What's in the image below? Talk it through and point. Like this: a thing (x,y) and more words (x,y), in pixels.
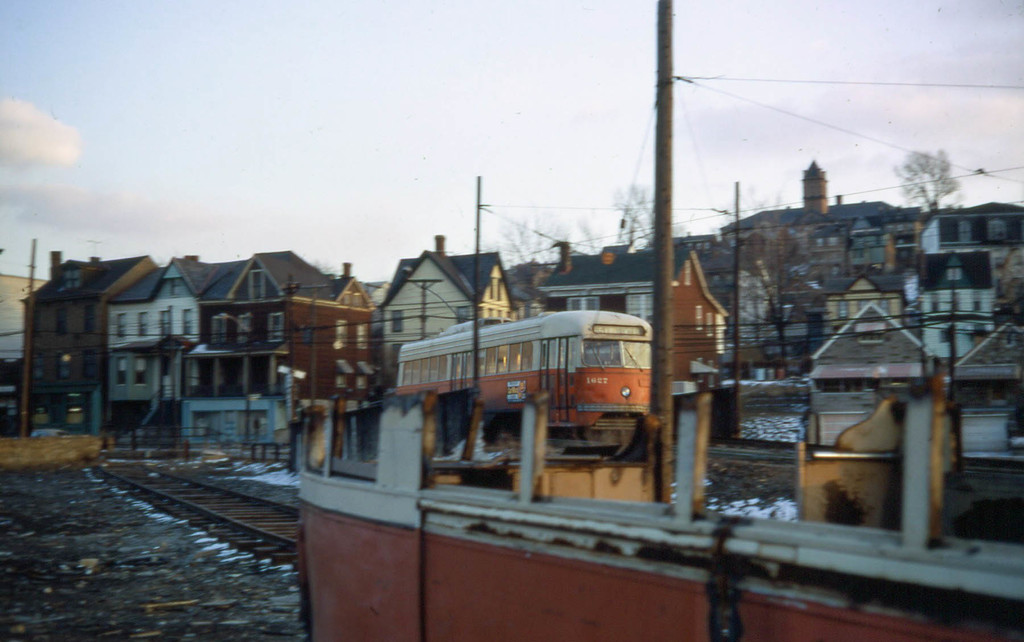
There is an object (340,442) in the foreground area of the image (540,454), there are houses (431,278), trees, train (502,326), track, poles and the sky (382,247) in the background (572,208).
